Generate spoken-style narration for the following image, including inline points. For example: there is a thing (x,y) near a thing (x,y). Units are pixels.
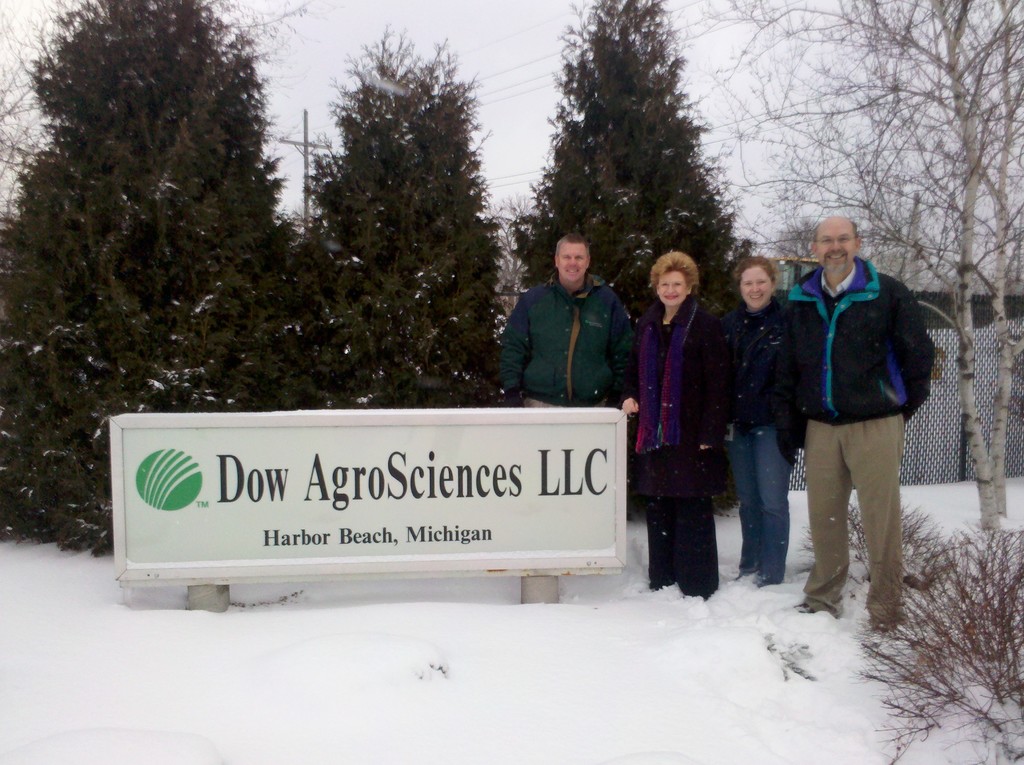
There are four people (763,317) standing. This looks like a name board (556,465), which is attached to the poles (527,584). These are the trees (546,221) and plants (958,649). This is the snow (509,644). In the background (945,435), I think this is a fence (941,473). This looks like a current pole (299,146).
